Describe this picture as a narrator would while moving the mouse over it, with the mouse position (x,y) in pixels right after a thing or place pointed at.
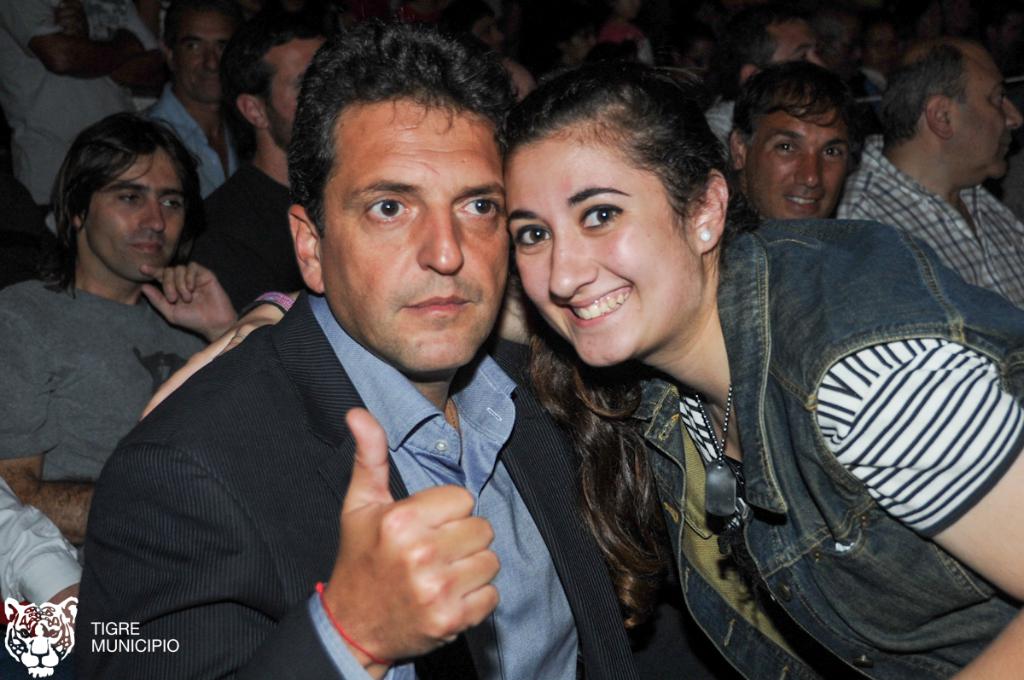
In this image I can see some people (651,275). In the bottom left corner (104,631), I can see some text (146,644) written on it.
